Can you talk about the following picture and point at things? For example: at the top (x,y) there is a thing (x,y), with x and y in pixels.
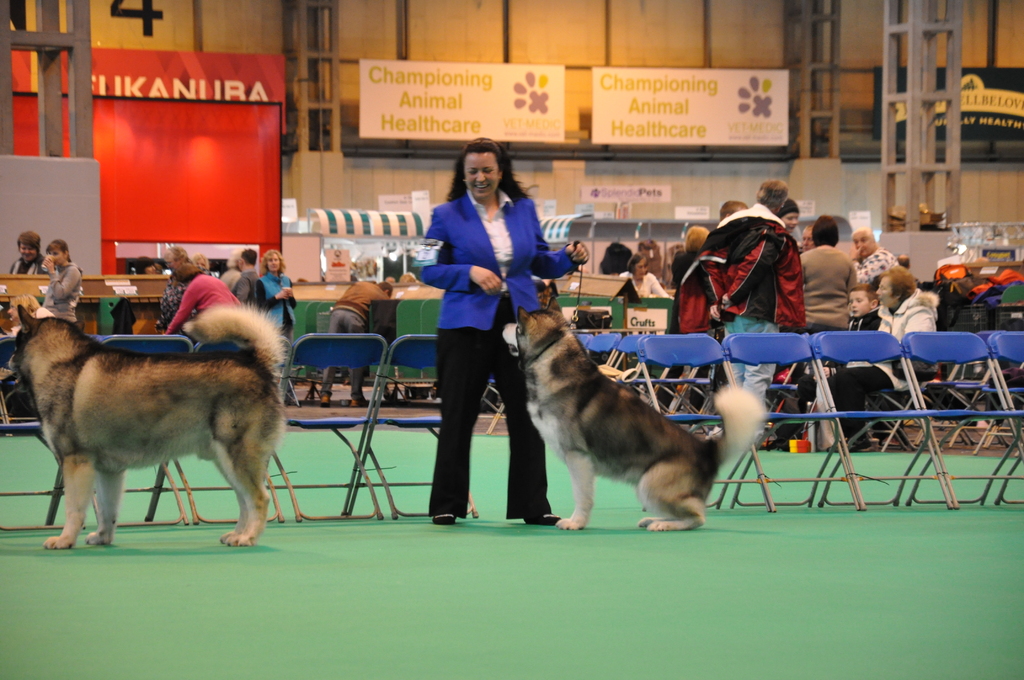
In this image there are some people (873,272) some of them are sitting on chairs (1003,344) and some of them are standing, in the foreground (593,383) there are two dogs (209,354) and some chairs (955,381). In the background (686,47) there is a wall posters (528,133) and some towers (2,141) and tents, at the bottom (487,638) there is a floor (653,612).
